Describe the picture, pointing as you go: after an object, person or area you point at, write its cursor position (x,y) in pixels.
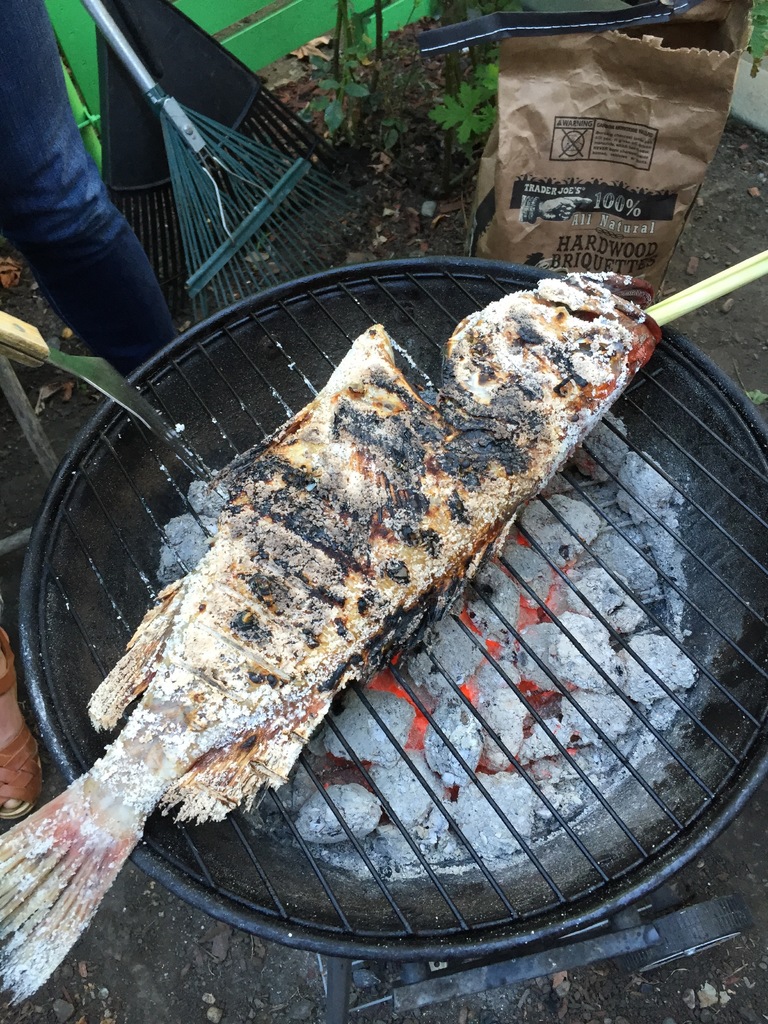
In this image person (37,190) is frying the fish (427,469) on the grill pan (374,322). Beside him there are some objects (654,100).
